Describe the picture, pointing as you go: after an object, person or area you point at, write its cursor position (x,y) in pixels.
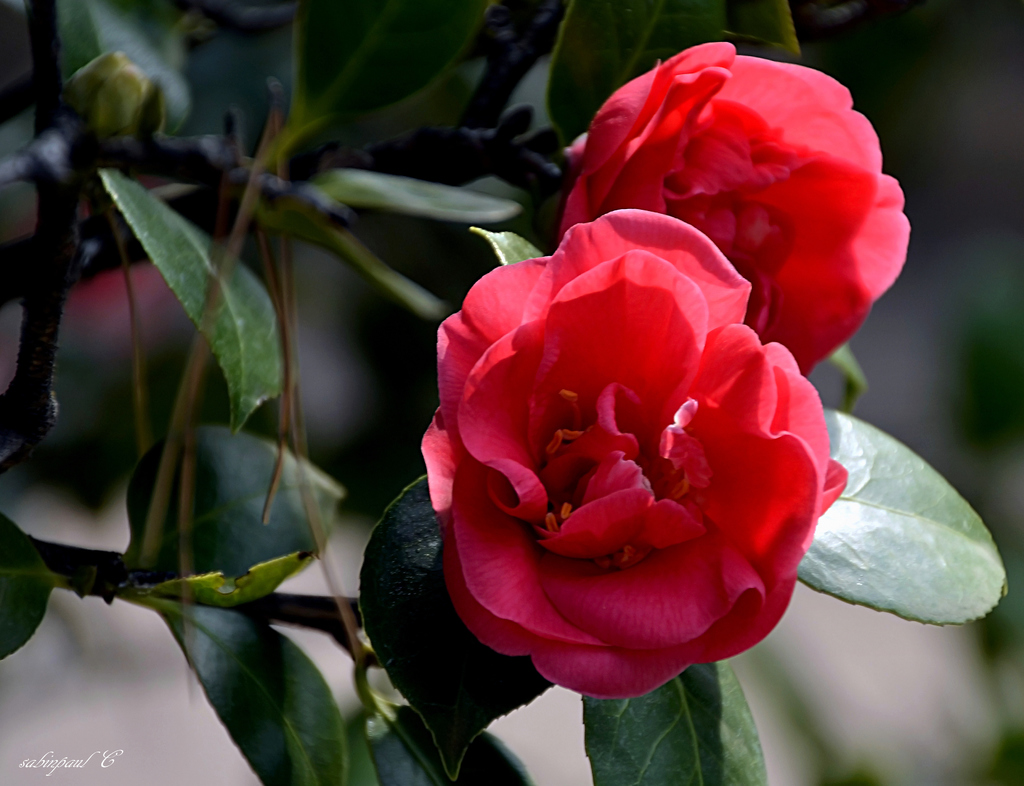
In this image I can see two flowers (622,387) which are red in color to a plant (474,147) which is green and brown in color and I can see the blurry background (975,259).
